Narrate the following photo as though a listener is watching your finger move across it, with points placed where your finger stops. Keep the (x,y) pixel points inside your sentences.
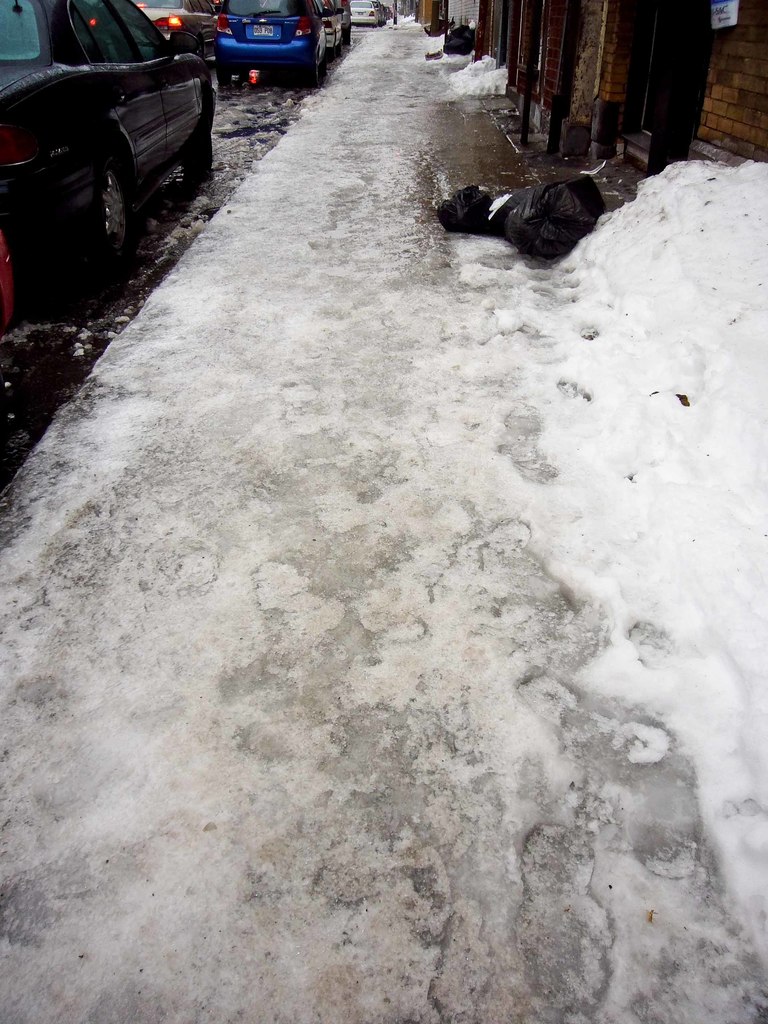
In this image, we can see some snow (601,539) and objects (466,195) on the footpath (431,222). There are cars (43,81) in the top left of the image (249,28). There is a wall (609,40) in the top right of the image (735,118).
